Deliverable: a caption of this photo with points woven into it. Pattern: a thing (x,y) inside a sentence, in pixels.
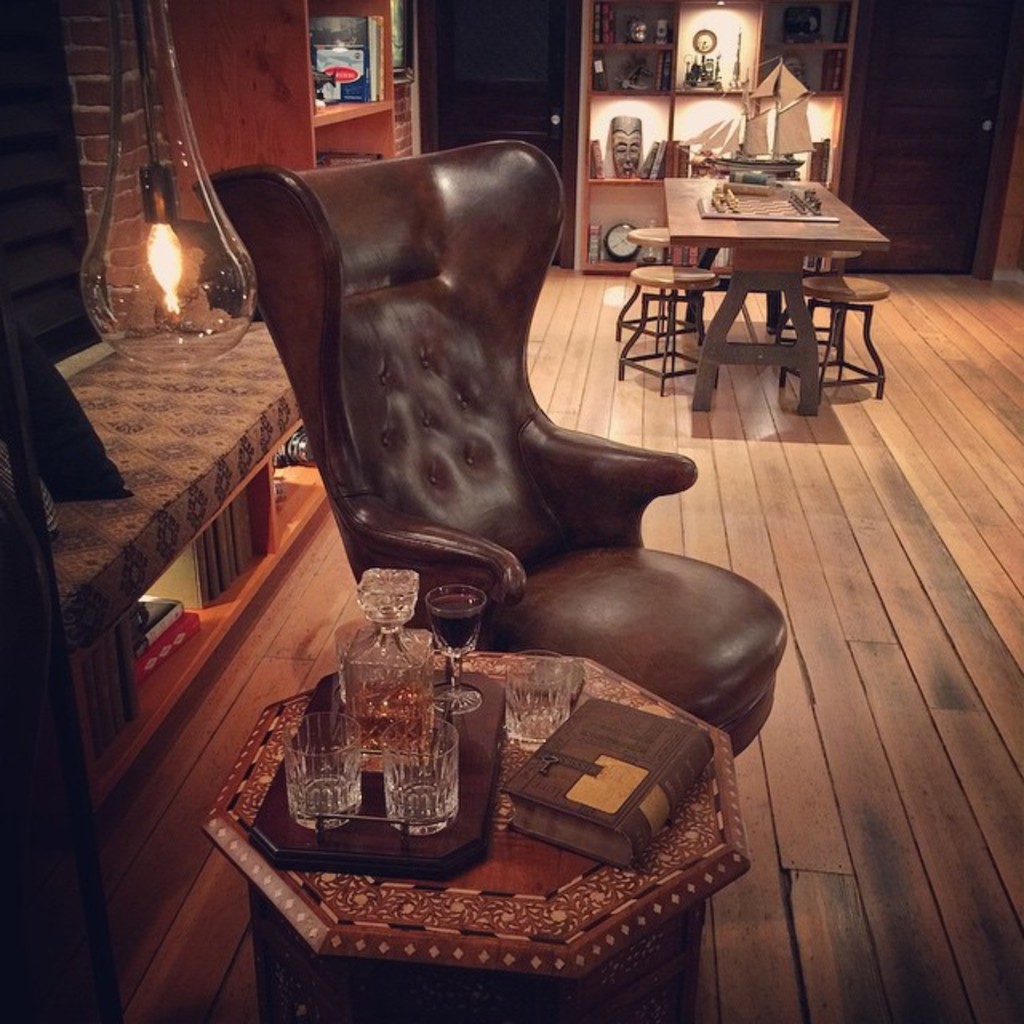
A picture inside of a room (271,855). This is bulb (200,325). This is table (737,226) and chairs (687,286), on this table (751,237) there is a chess board (753,207). In this rack (831,42) there is a boat (785,81) and things (787,8). On this table (551,927) there is a book (602,773), tray (450,819), bottle (416,701) and glasses (408,763). Beside this table (629,695) there is a chair (551,474). Under the bed (144,493) there is a book (151,655).
